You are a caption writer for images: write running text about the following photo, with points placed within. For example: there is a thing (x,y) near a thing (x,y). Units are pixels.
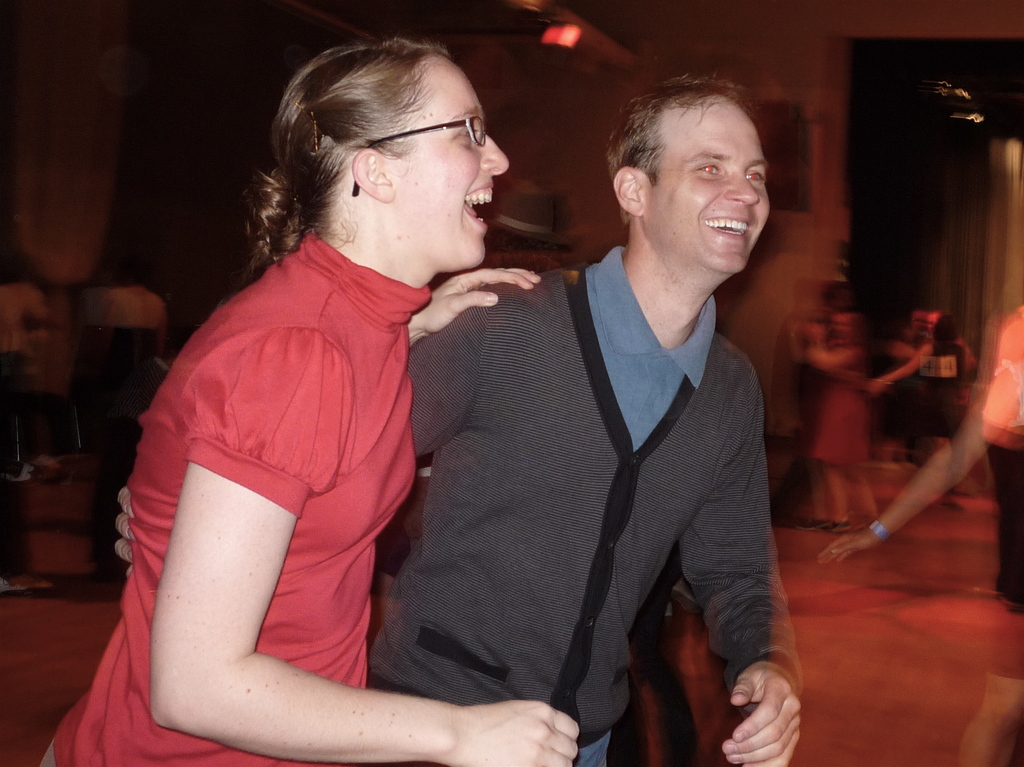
In the center of the image (481,272) we can see two people (654,397) are standing and smiling. In the background of the image (1008,412) we can see the wall (444,30) and some people (931,350) are dancing. At the bottom of the image (71,682) we can see the floor (926,761). At the top of the image (583,33) we can see the roof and light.
